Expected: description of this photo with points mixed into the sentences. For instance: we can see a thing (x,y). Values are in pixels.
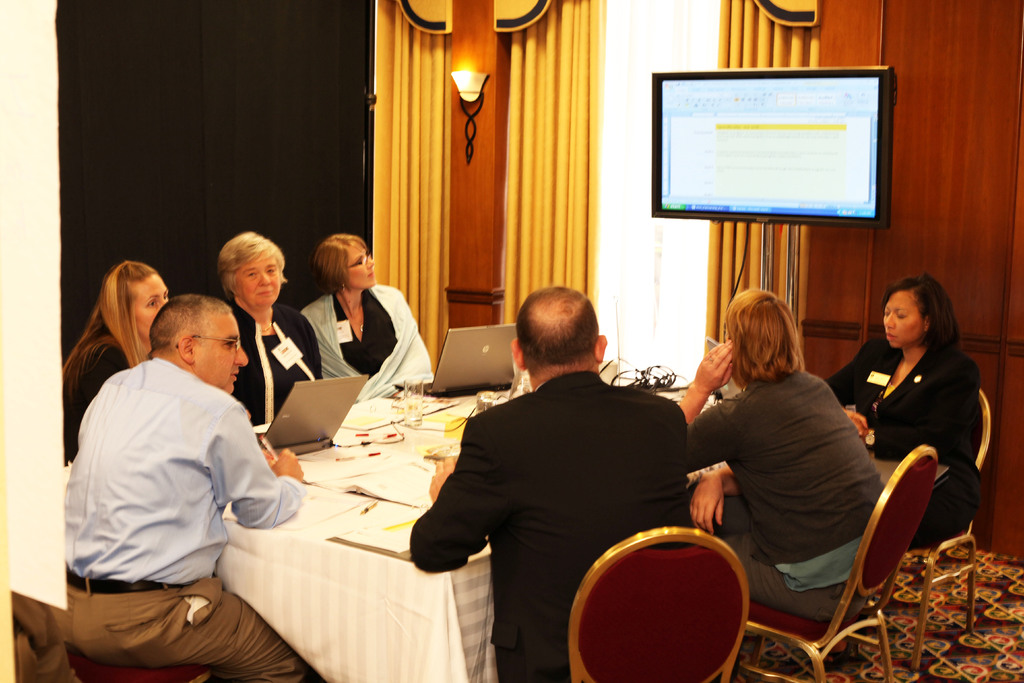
There are persons (820,394) in different color dresses (820,390), sitting on chairs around a table (425,453), on which there are laptops (487,349), documents (373,534) and other objects (377,548). In the background (351,228), there is a screen (859,169) arranged, there is a light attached to the wall (479,45) and there are curtains (661,27).
